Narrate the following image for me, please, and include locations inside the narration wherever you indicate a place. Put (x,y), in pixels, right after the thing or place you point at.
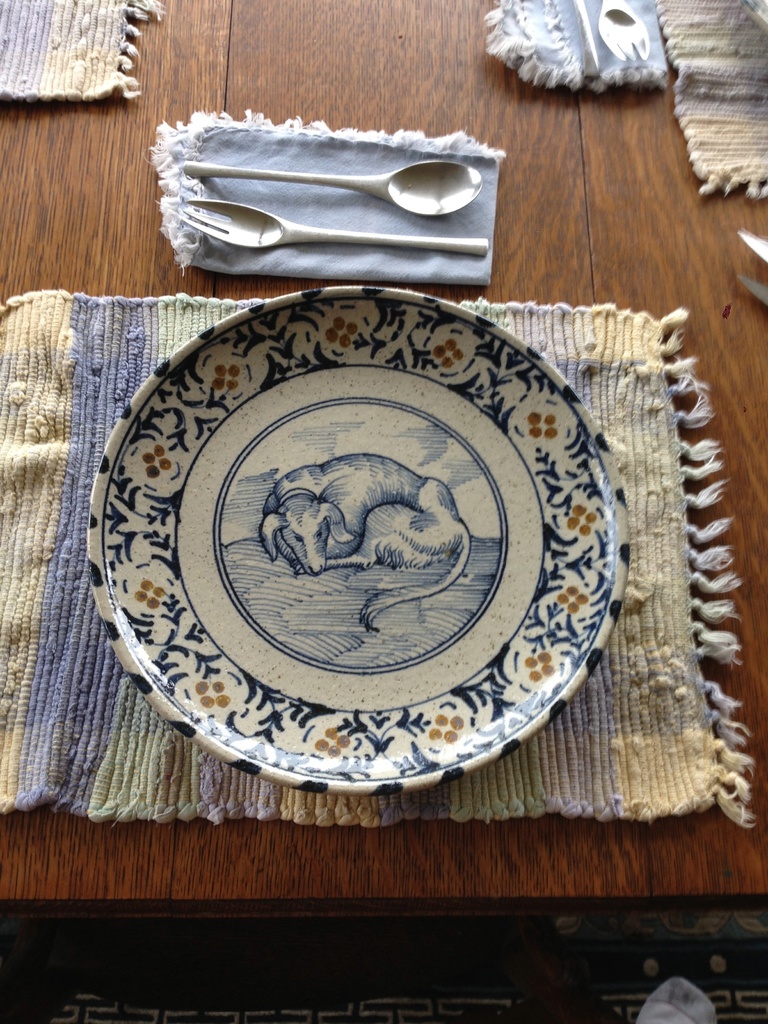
This picture is mainly highlighted with a table mats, a well designed plate (269,524), spoons (402,169) and forks (329,235) on the table (539,207).
